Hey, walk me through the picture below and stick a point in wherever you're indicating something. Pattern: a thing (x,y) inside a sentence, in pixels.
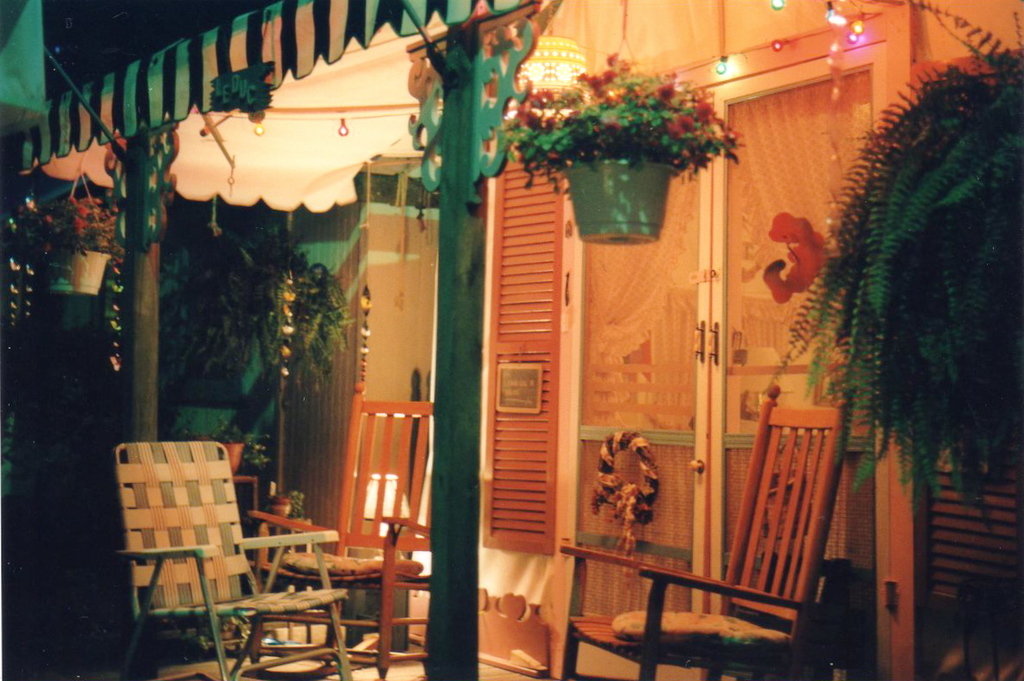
In this image we can see pots (620,172), chairs (323,532), door (683,387), shelter (285,41), lights (579,54), plants (334,309), wall (383,330) and flower bouquet (610,474).
